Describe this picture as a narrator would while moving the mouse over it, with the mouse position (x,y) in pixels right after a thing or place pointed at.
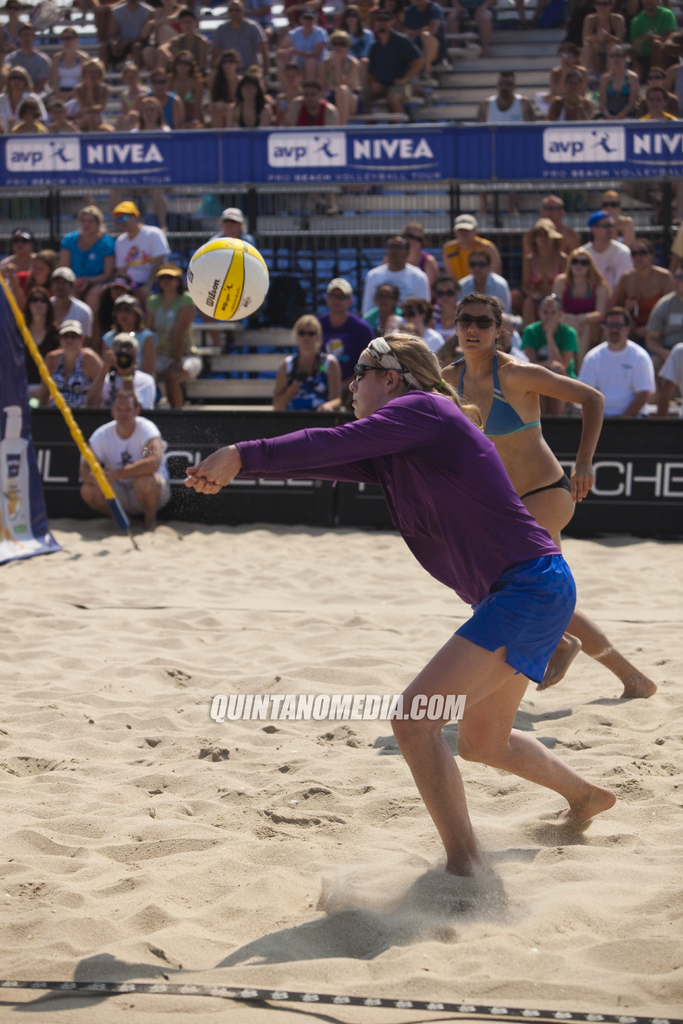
This picture is clicked outside. In the center (424,368) we can see the two persons (453,383) seems to be running on the ground (531,787). At the top (200,285) there is a ball (235,287) in the air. In the background (461,90) we can see the group of persons (134,282) sitting on the chairs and we can see the stairs (548,55) and banners (424,167) on which we can see the text (73,147). On the left (98,454) there is a person (126,438) squatting on the ground (173,545). In the center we can see the text (302,719) on the image.
